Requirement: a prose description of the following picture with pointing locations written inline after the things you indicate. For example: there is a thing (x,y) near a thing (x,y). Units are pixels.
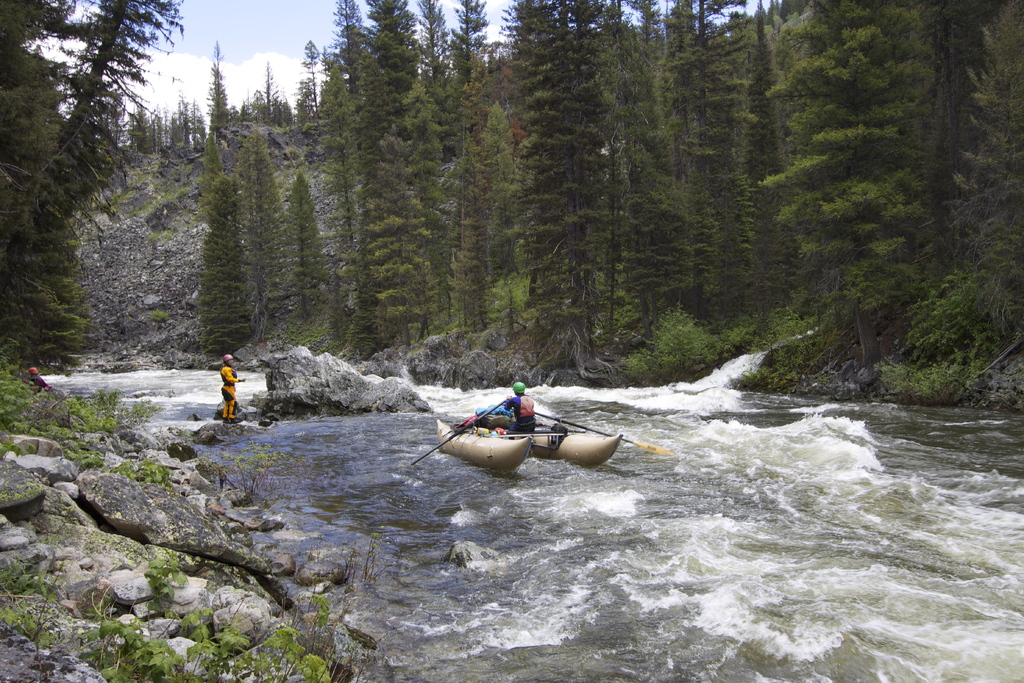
In this image there is one person (517,387) is on the boat (539,424) as we can see in middle of this image (542,412), and there is a river (301,469) on the bottom of this image (456,500). There is one other person (233,370) standing on the left side of this image (228,388). There are some trees (431,237) in the background (499,206) and there are some stones (139,505) on the bottom left side of this image (145,530), and there is a sky (251,22) on the top of this image (276,26).
